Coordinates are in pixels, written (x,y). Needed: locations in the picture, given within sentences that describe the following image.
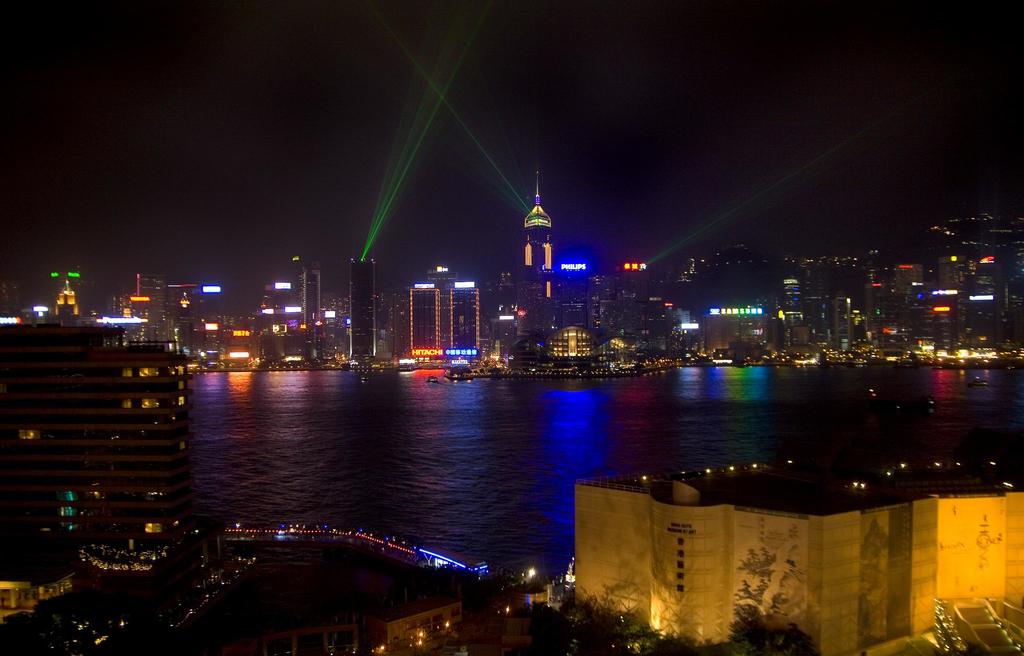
In this image we can see water (465,381), there we can see a few buildings (377,357) with lights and lighting (567,333), few trees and some lighting (507,179) in the sky (485,104).
